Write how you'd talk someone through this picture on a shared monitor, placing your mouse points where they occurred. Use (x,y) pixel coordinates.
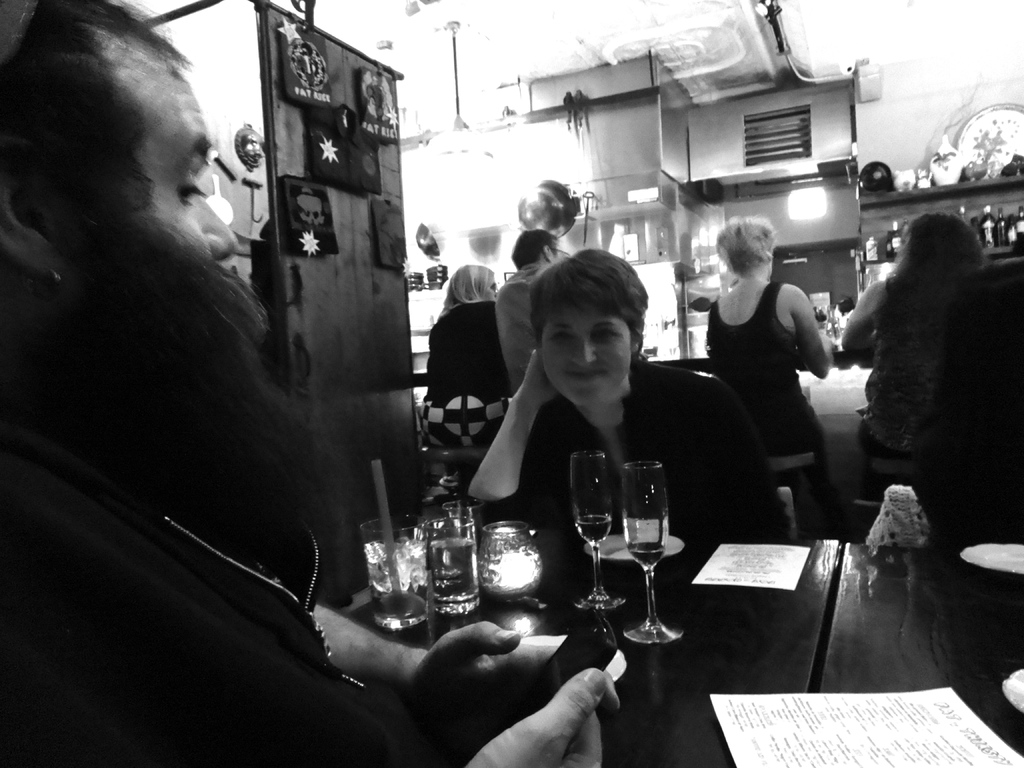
This picture shows few people (555,458) seated on the chairs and we see some papers (789,701) two wine glasses (654,512) and a candle holder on the table (941,587) and we see a Man (523,264) Standing and few people (785,337) seated on their back.
